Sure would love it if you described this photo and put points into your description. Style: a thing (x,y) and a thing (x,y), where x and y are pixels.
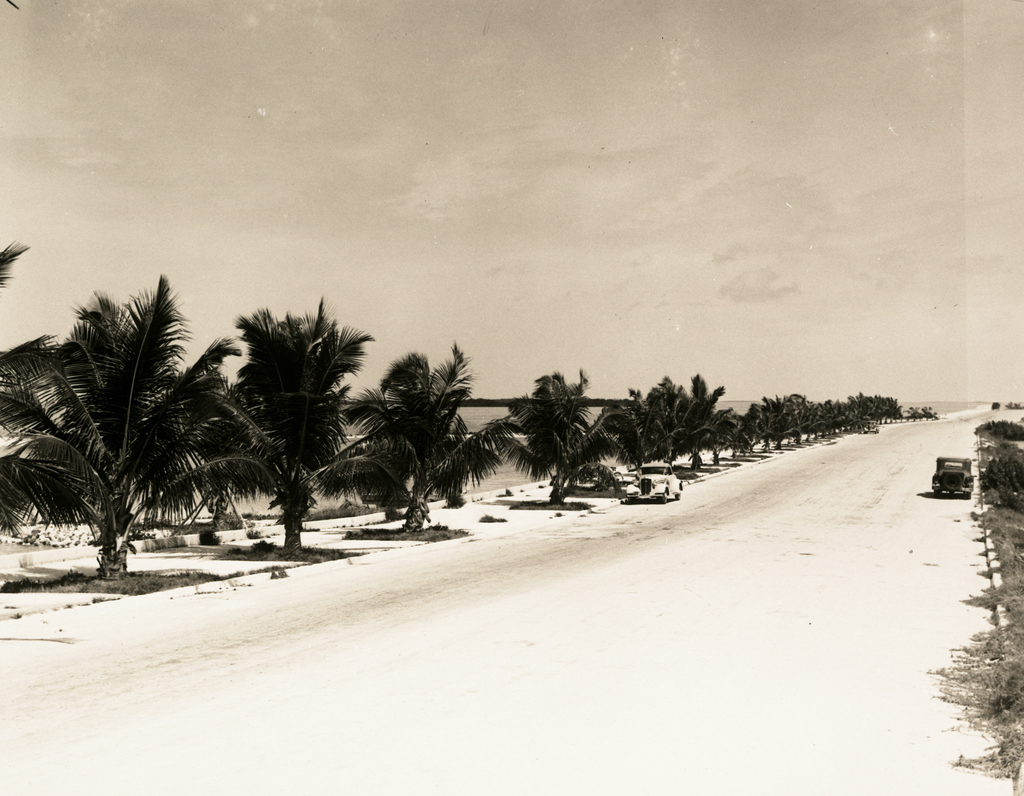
In this image, we can see plants (1009,495), trees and vehicles (958,472) on the road (793,546). In the background (1005,373), we can see water (475,420) and the sky (701,330).
